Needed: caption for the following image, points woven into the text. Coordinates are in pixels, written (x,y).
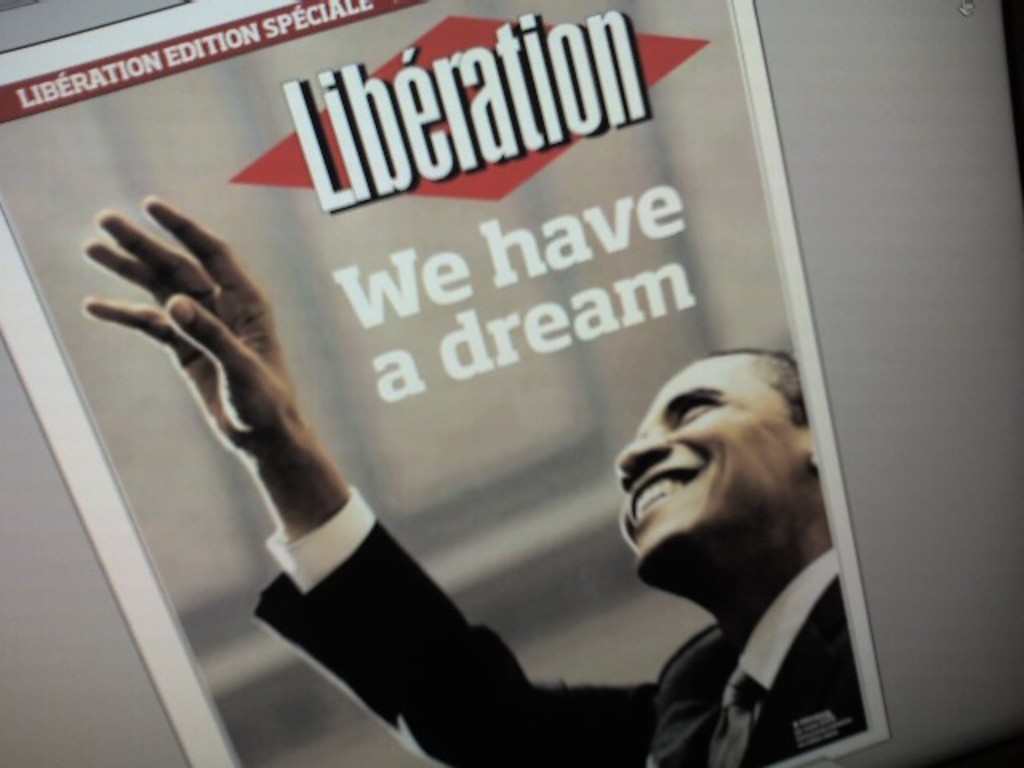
In the foreground of this image (752,262), it seems like a screen (991,64) and on the screen (440,303) there is a poster (445,488).
